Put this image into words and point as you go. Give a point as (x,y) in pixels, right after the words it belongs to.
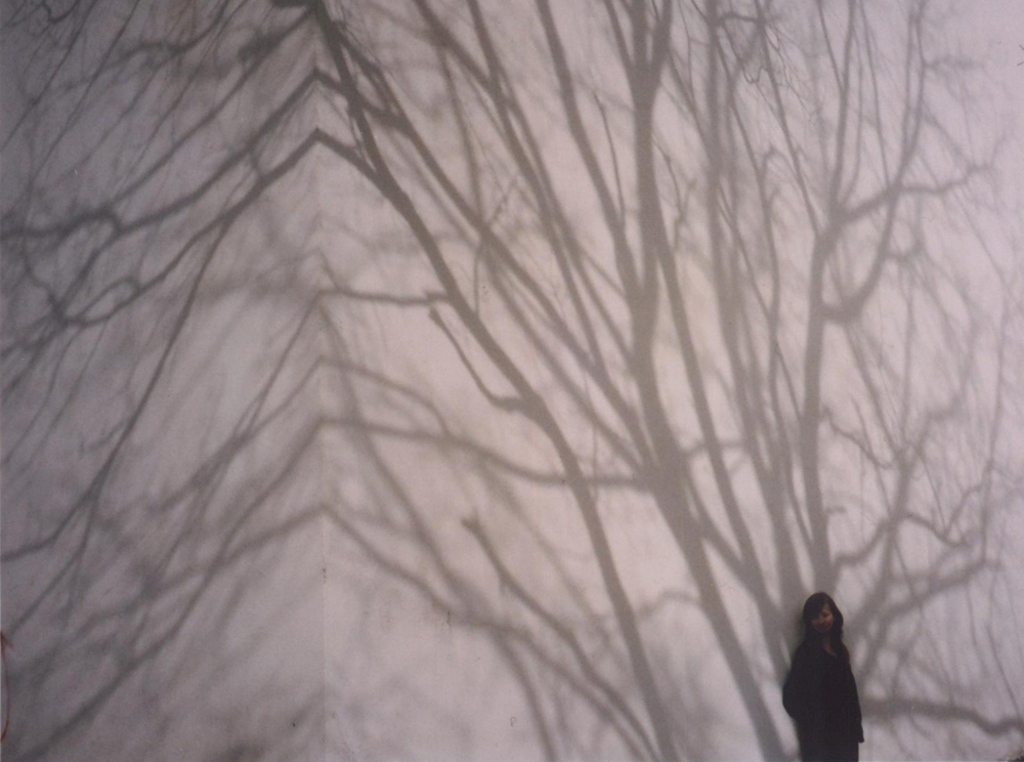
In this image, we can see shadows (688,63) on the wall (332,498). There is a person (821,682) in the bottom right of the image (788,684).
